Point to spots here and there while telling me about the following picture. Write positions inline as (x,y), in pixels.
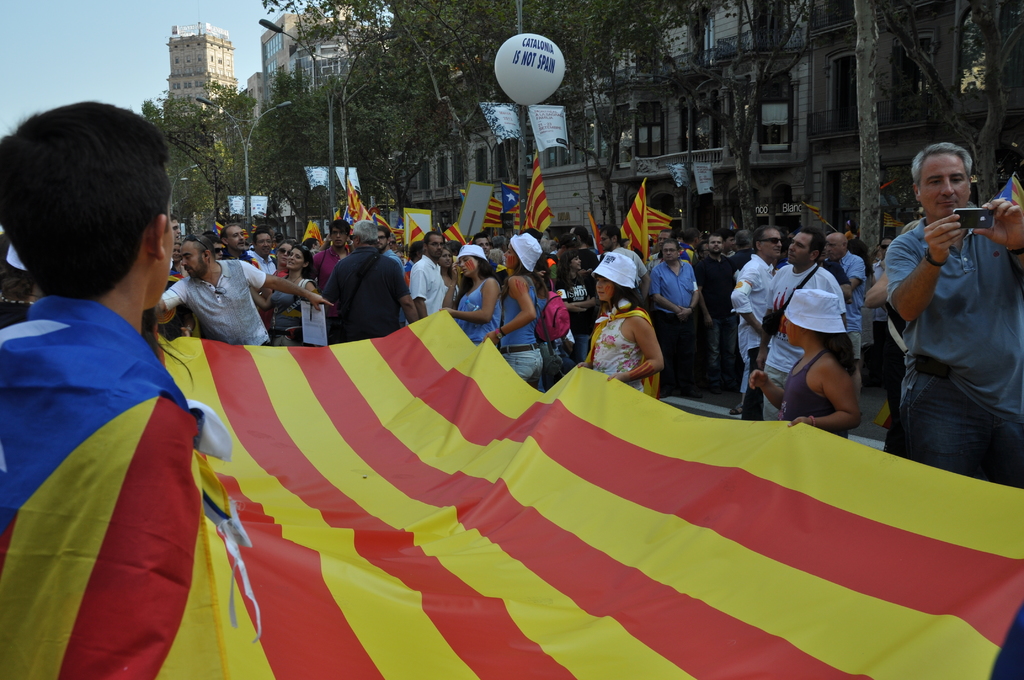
In this image I can see few people (170,446) are holding the cloth (497,557) in yellow and red color. On the right side (928,229) a man (930,222) is shooting with a camera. In the middle (631,311) few people (516,301) are there, they wore white color caps (623,280) and there are trees (467,50) and buildings (776,78).
